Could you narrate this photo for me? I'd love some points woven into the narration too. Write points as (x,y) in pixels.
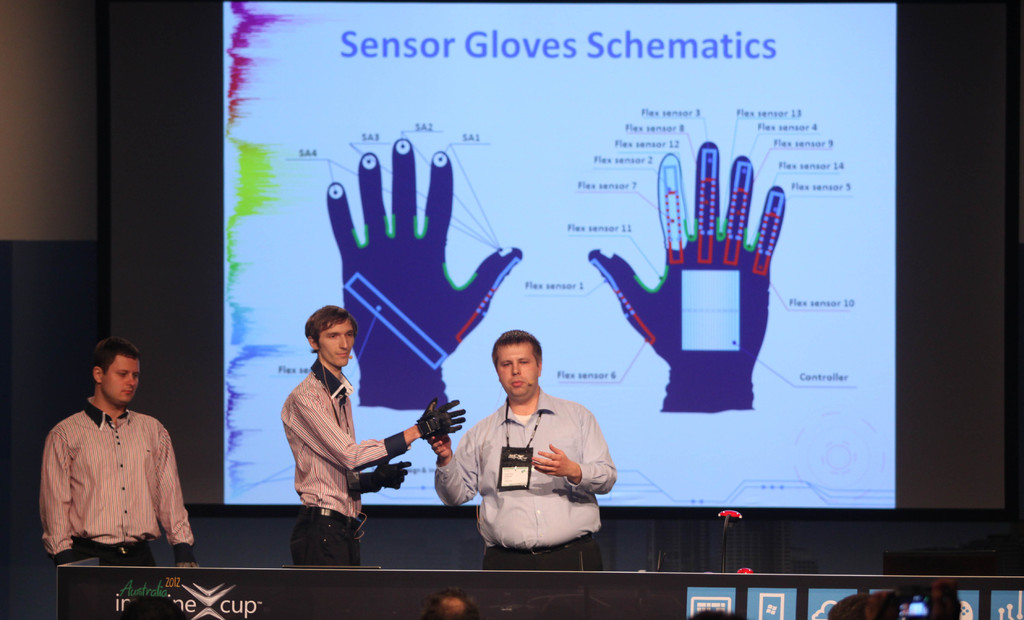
Here in this picture we can see three men (392,452) standing over a place and the person (343,433) in the middle (453,410) is wearing gloves (434,423) in his hands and the person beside him is explaining something about that and behind them we can see a projector screen (466,23) with something projected on it, in front of them we can see a table (103,577) present and we can also see people (876,612) present in the front (906,616) over there.
